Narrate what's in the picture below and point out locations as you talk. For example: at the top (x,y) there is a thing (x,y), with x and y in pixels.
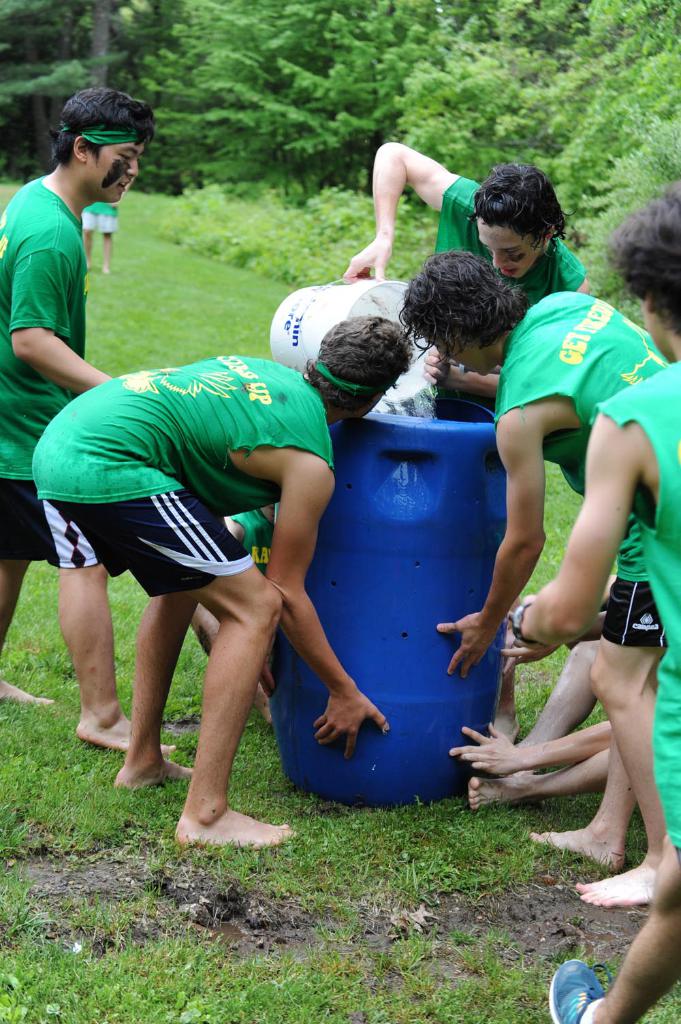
In this picture we can see some people (446,365) are standing, there is a blue color barrel (450,554) in the middle (398,595), a person (479,227) in the background (475,235) is holding a bucket (377,301), we can see water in the bucket (399,321), at the bottom (291,882) there is grass (300,883), in the background (299,72) we can see some trees (262,53).
